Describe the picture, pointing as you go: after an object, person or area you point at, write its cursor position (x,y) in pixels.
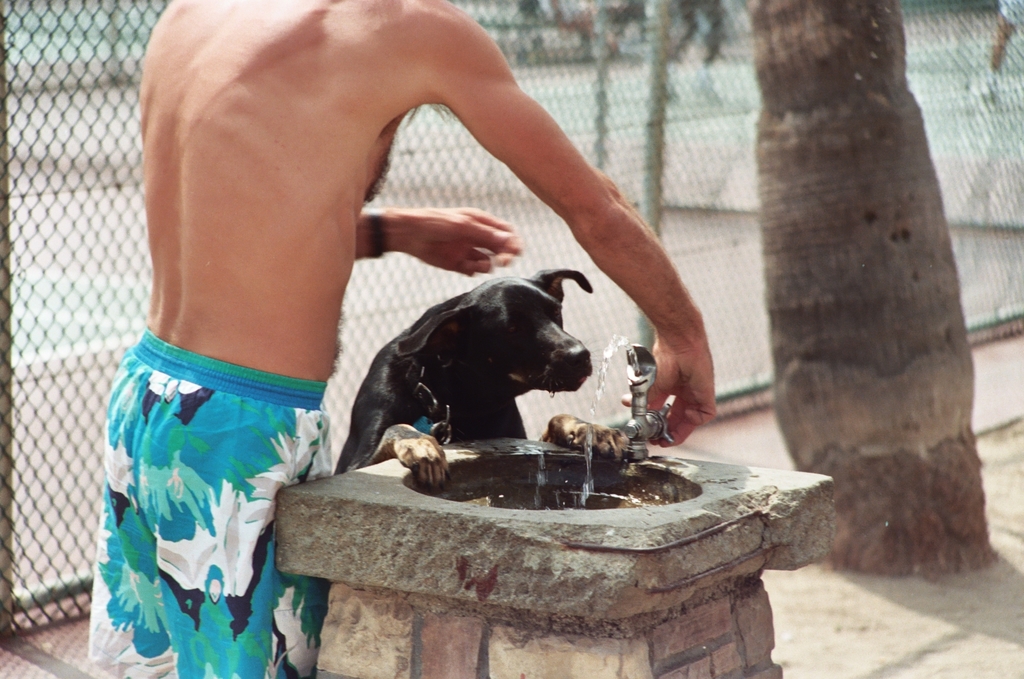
Here in this picture we can see a person (174,209) standing on the ground (668,452) and in front him we can see a sink (591,522) and a tap (634,450), as we can see he is opening the tap (653,430) and beside him we can see a dog (397,412) present over there, trying to drink the water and beside them we can see a fencing (108,180) present and in front of them we can see a trunk of a tree (764,215) present over there.
